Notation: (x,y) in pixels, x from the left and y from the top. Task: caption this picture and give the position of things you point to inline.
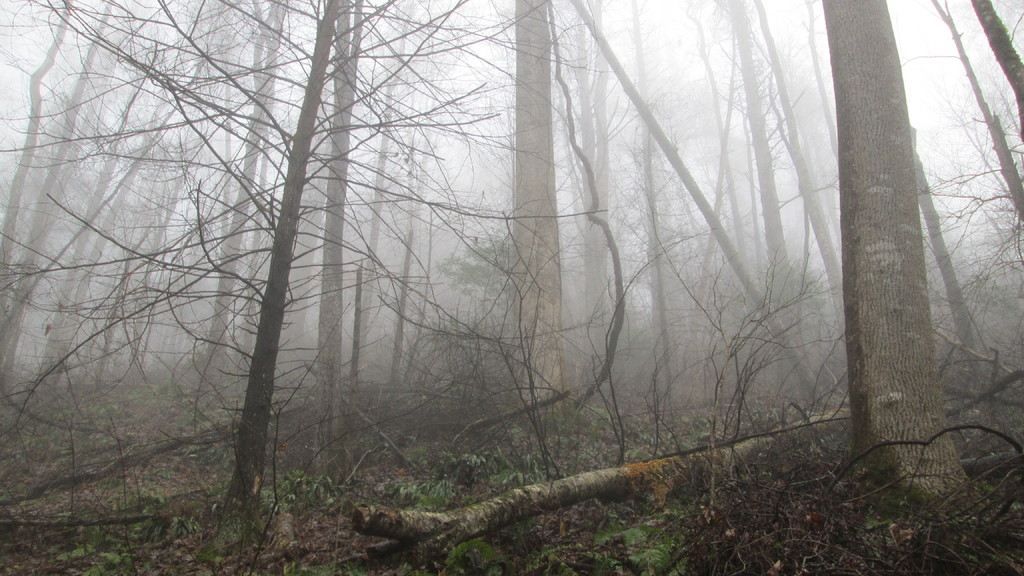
In this picture we can see branches (671,264) and green leaves (652,559) on the ground (287,522).
